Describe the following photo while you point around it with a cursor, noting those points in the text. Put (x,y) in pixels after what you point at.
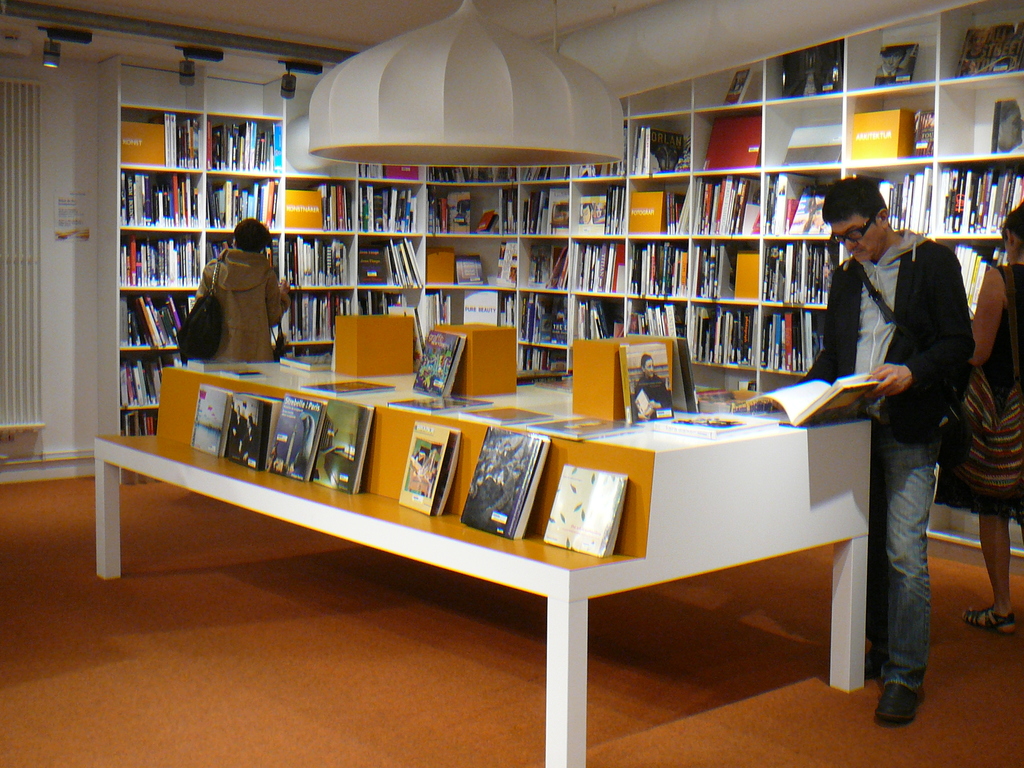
In this picture we can see inside view of the library (521,210). In the background (255,208) we can see some books (247,195) in the white racks (964,106). In the center (622,456) we see white and yellow table (387,456) with some books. On the right side (933,271) we can see a man (933,334) wearing black coat (943,328), standing and holding the book (808,408). On the top (484,138) we can see white hanging lights (505,106).
